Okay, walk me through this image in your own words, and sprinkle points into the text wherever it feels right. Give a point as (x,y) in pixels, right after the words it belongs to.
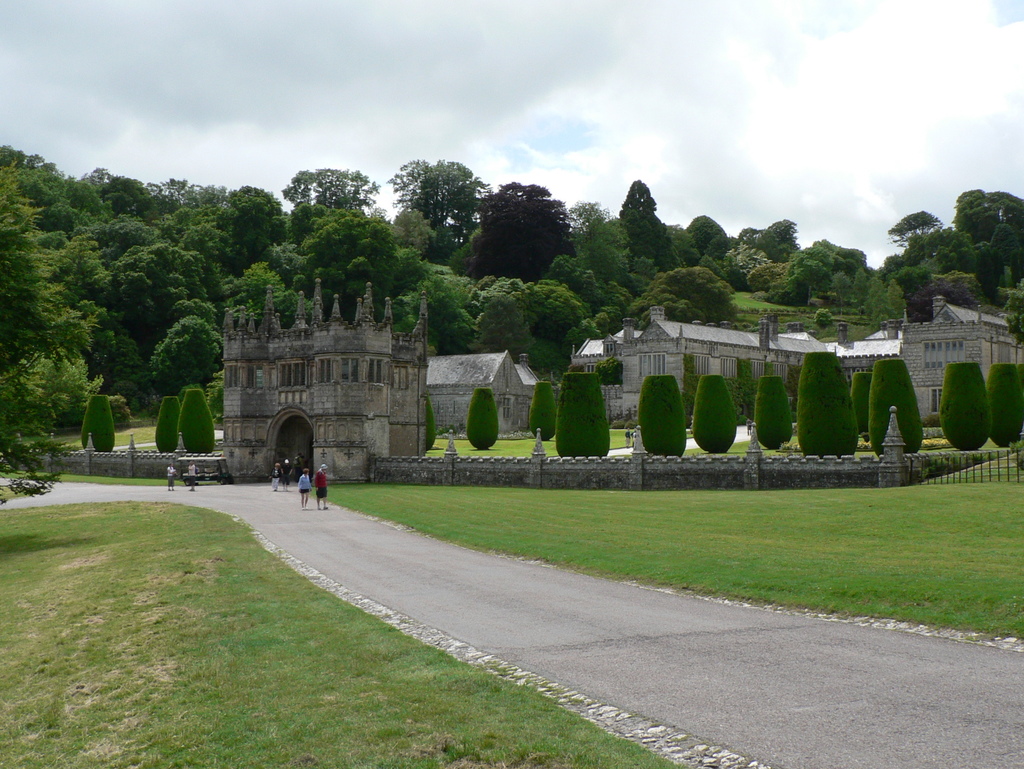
At the bottom of the picture (402,643), we see the road (211,492) and the grass (335,670). In this picture, we see people (170,469) are walking on the road (223,496). Behind them, we see a vehicle (206,473) parked on the road (224,492). In the middle of the picture (355,352), we see a castle (233,410). Behind that, there are shrubs (722,441). There are trees (733,301) and castles (646,337) in the background (650,289). At the top (609,112), we see the sky (640,110).
